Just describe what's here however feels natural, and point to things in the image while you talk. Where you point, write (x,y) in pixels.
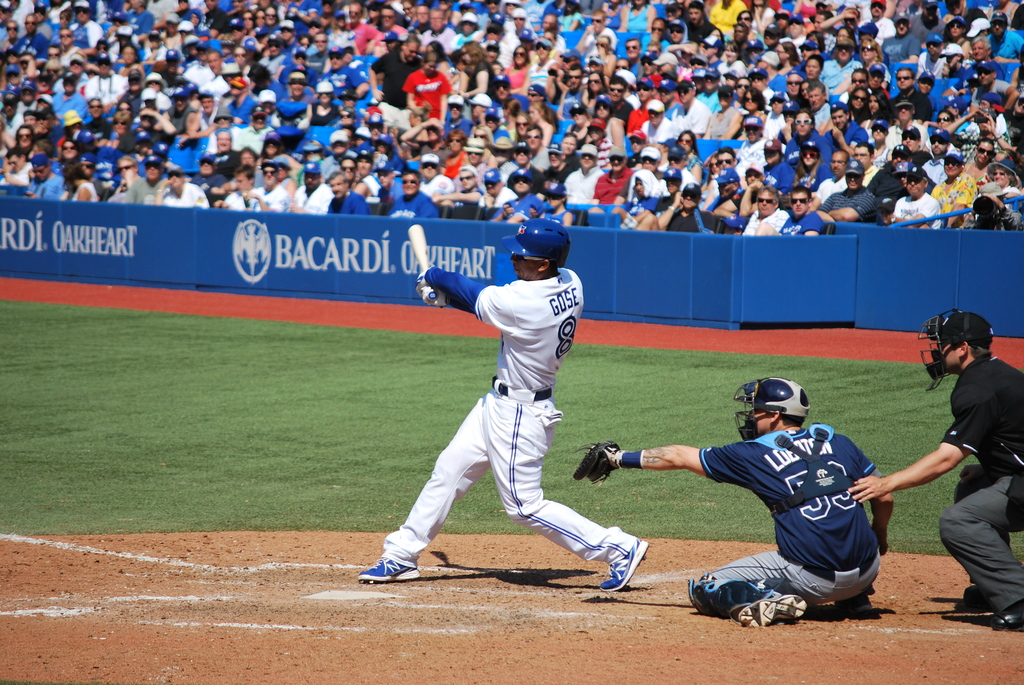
In this image, we can see sports persons (501,458) on the ground (317,402) and are wearing helmets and some are wearing gloves (419,288) and one of them is holding a bat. In the background (725,251), there are boards (685,238) and we can see a crowd (562,85).
